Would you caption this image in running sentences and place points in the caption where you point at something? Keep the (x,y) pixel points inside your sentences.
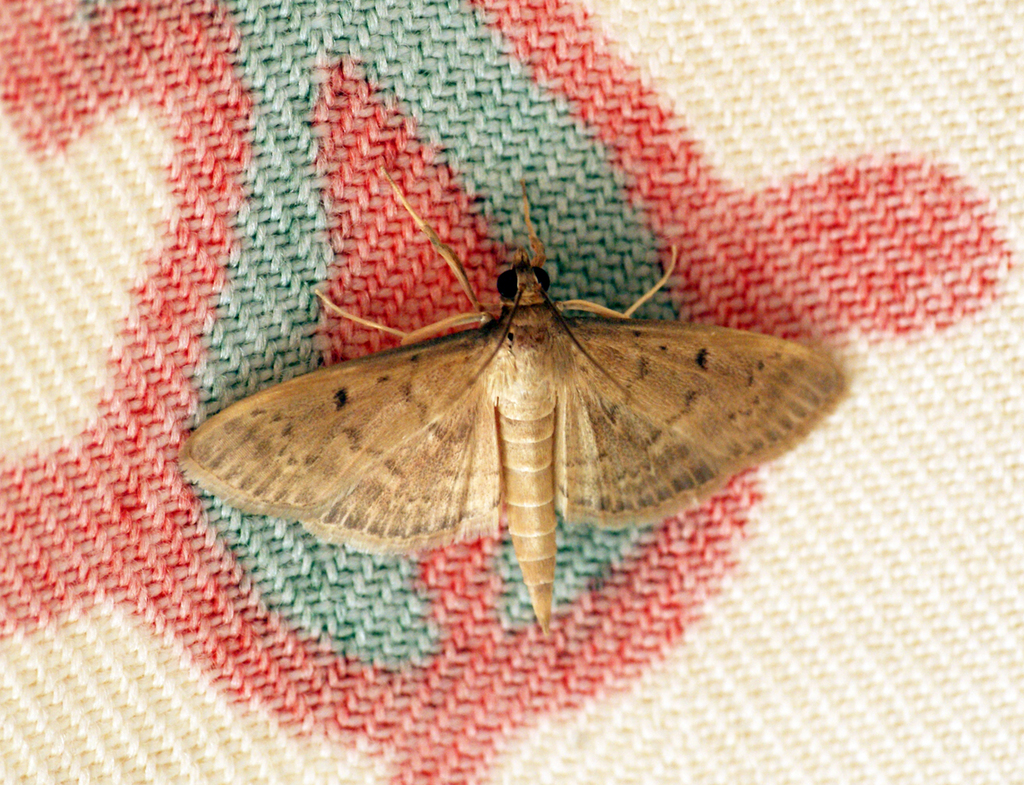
In this picture we can see a moth (476,420) here, at the bottom (898,566) there is a cloth (797,623).
